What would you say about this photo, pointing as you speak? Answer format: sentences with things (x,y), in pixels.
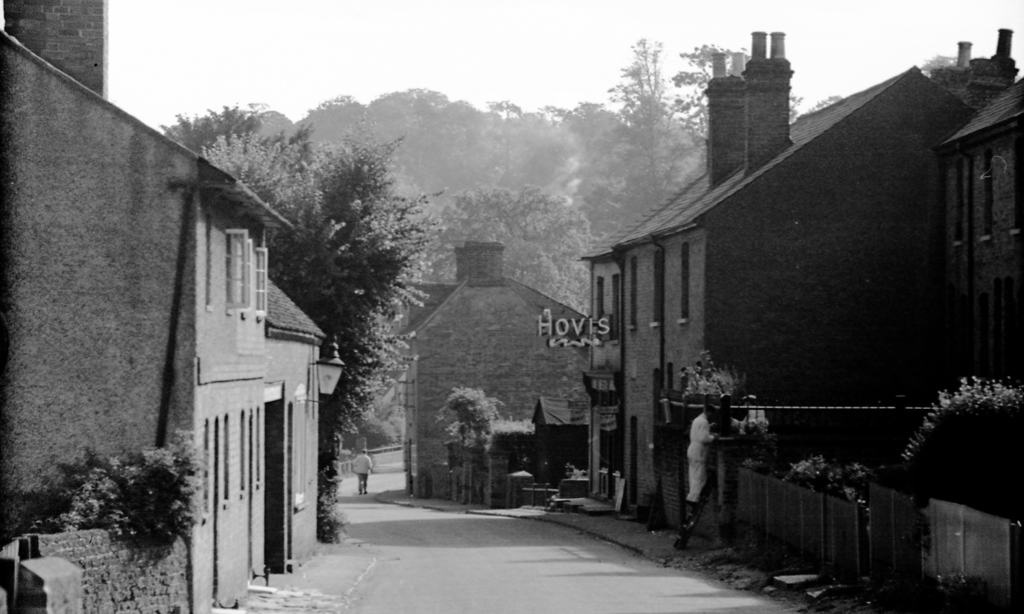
In the center of the image (508,218) we can see houses (425,328), trees (303,233), boards (566,342), lamp (342,360) are there. At the top of the image (492,30) sky (472,22) is there. At the bottom of the image (556,557) road (542,551) is there. On the right side of the image (866,479) we can see fencing (907,510), plants (913,475) and person (714,438) are there.
